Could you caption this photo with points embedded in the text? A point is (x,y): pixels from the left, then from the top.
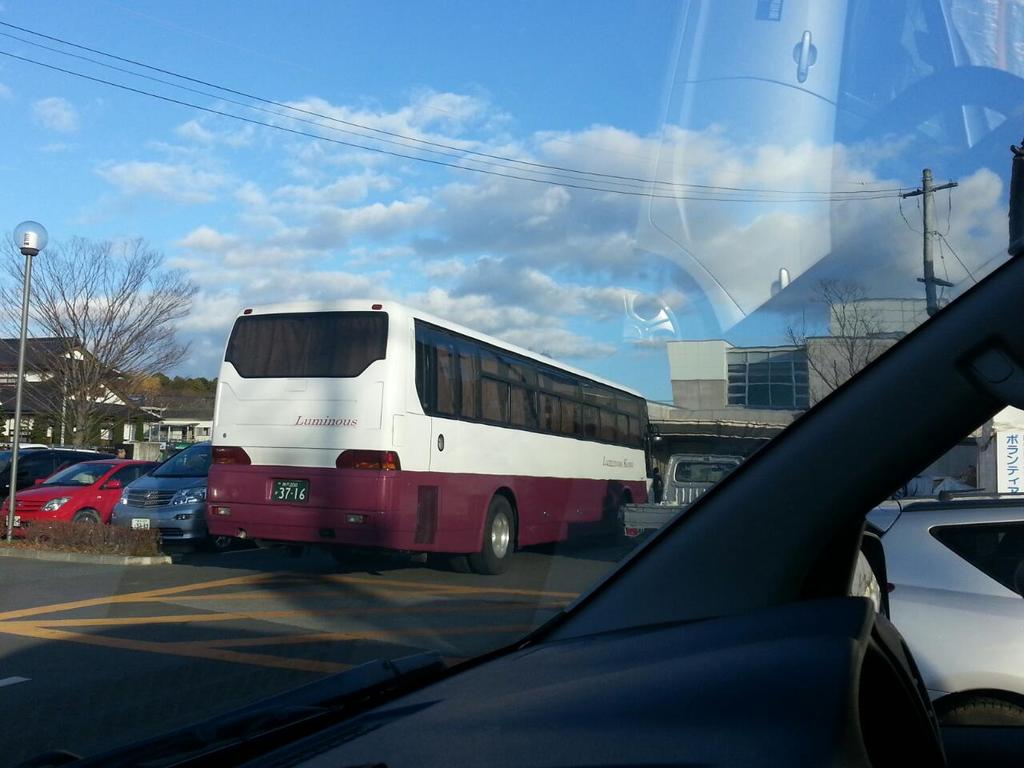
In this image I can see road (219,680), few cars (24,495), a bus (379,456), few wires (153,68), poles (27,266), buildings (132,406) and a light (39,232) over here. I can also see clouds (338,148) and the sky (501,127) in background (795,102). Over here I can see something is written.
